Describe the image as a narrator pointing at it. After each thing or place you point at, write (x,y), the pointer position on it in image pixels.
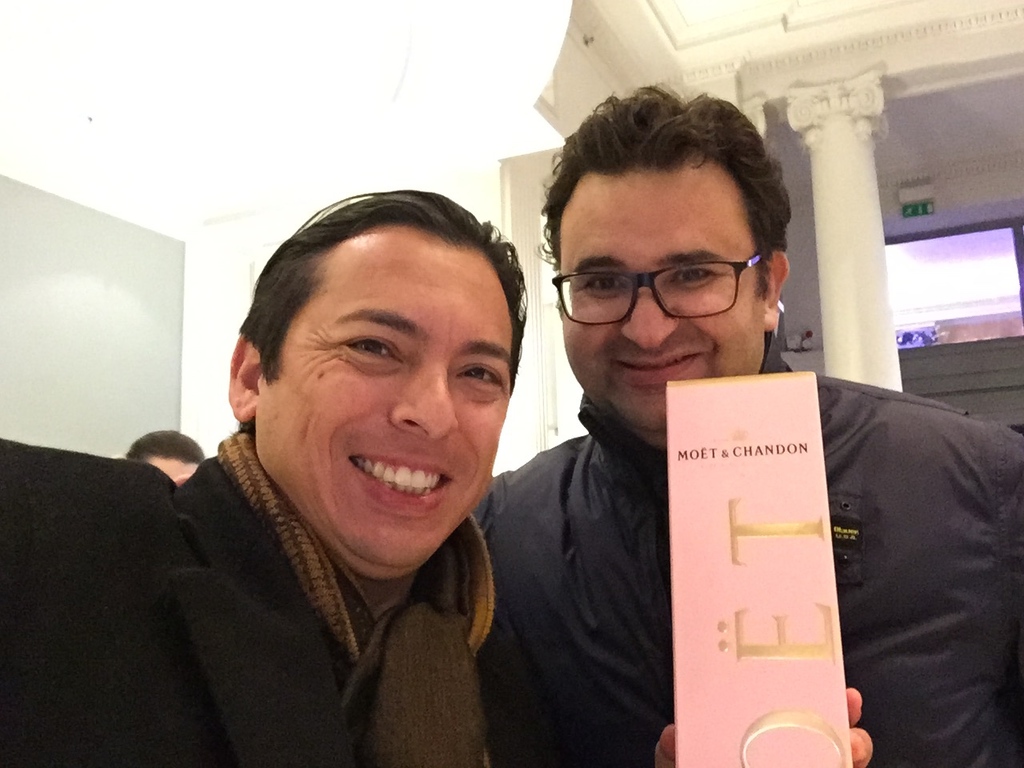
In the image there are two men (299,489), the first person (660,607) is holding some item (719,514) in his hand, both of them are smiling and behind them there is some other person (186,445) and on the right side (856,203) in the background (894,360) there is a pillar (895,373) and behind the pillar (869,294) there is a wall (934,169).
